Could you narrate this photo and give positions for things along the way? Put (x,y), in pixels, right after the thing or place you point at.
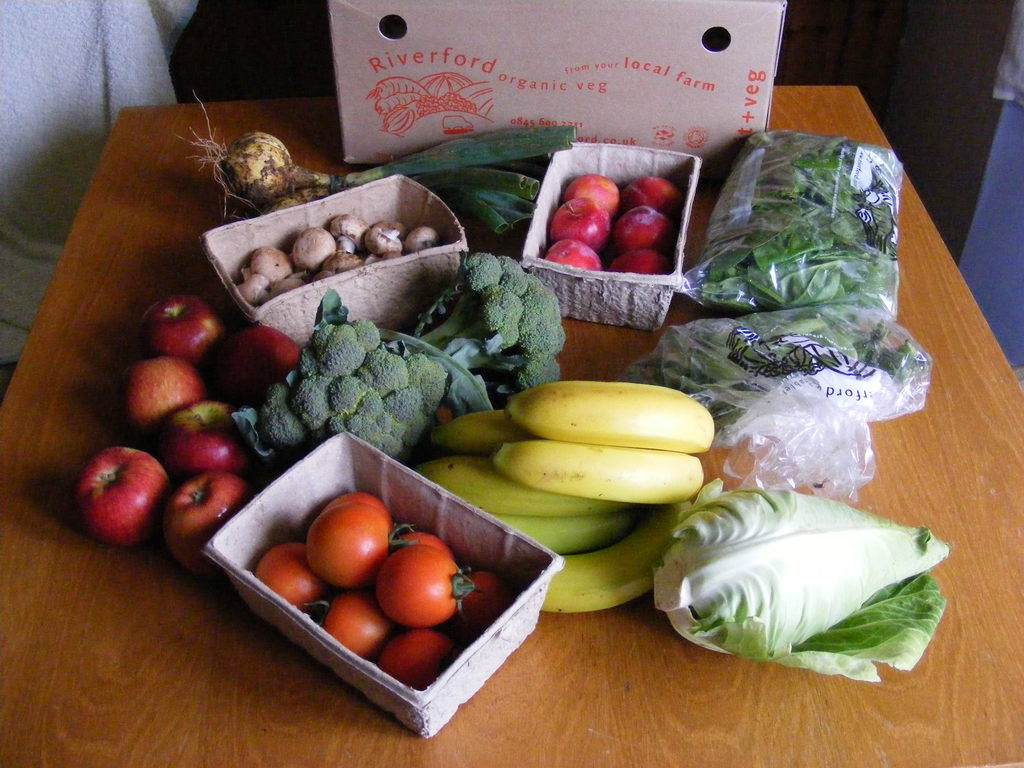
In this image we can see some fruits (475,438), vegetables (465,362) and a cardboard box (390,126) on the table (324,128).
